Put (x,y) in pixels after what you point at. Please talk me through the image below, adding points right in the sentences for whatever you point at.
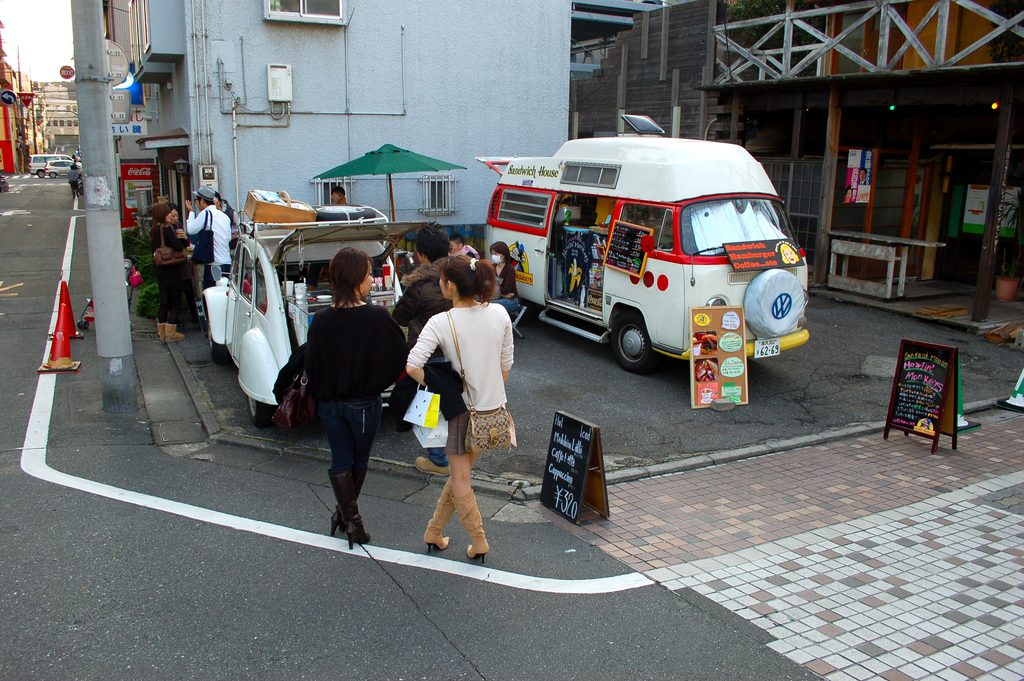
There are two women (399,356), who are in white and black color t-shirts (414,344), standing on the road (286,552), near a board (573,438). In front of them, there are two white color vehicles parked on the road (96,354), near a pole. On the left side (54,363), there are two red color cones (54,348) on the road (884,359). On the right side (702,10), there is a wooden building (857,105). In the background (405,56), there are buildings (49,86), there are vehicles (50,157) on the road (33,259) and there is a sky (15,51).
